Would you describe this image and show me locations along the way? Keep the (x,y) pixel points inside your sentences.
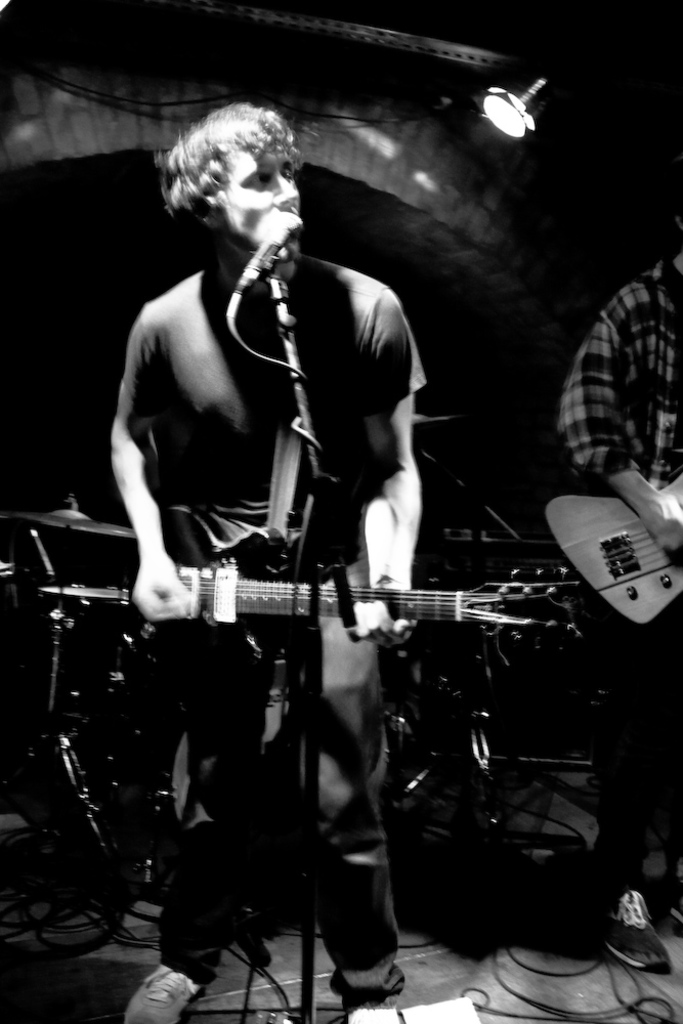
In this picture there is a person (178,323) standing and playing a guitar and singing.
